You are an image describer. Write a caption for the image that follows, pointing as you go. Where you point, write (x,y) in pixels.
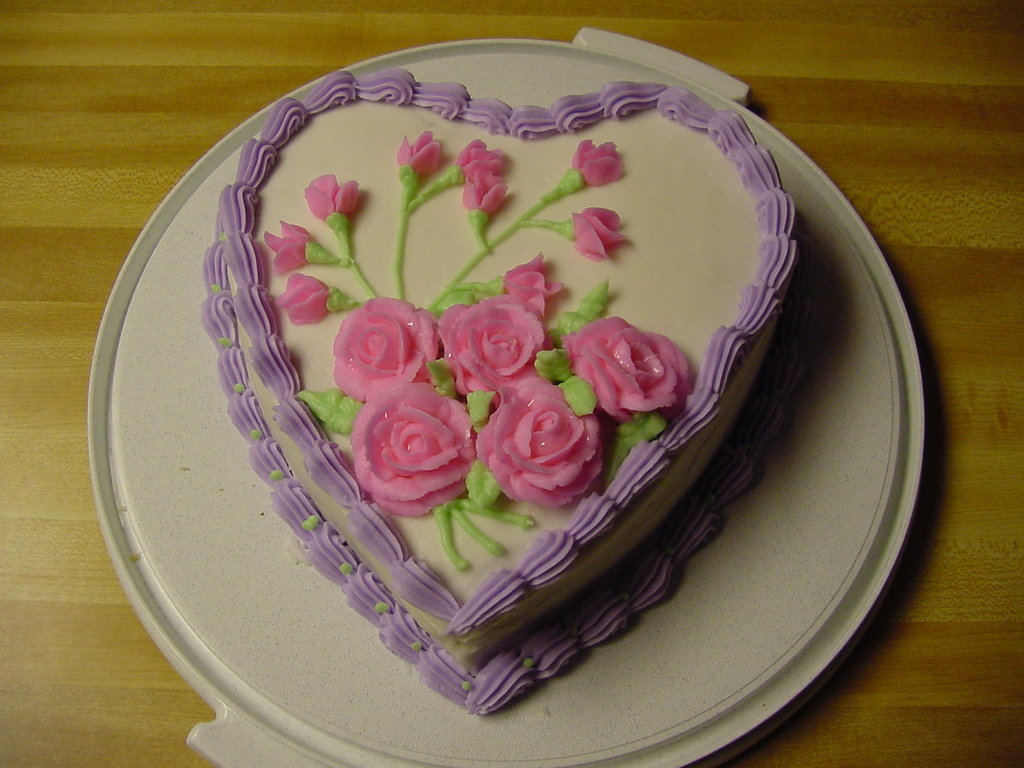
In the image there is a cake (399,460) placed on a plate (199,520) and kept on a table (341,8).
